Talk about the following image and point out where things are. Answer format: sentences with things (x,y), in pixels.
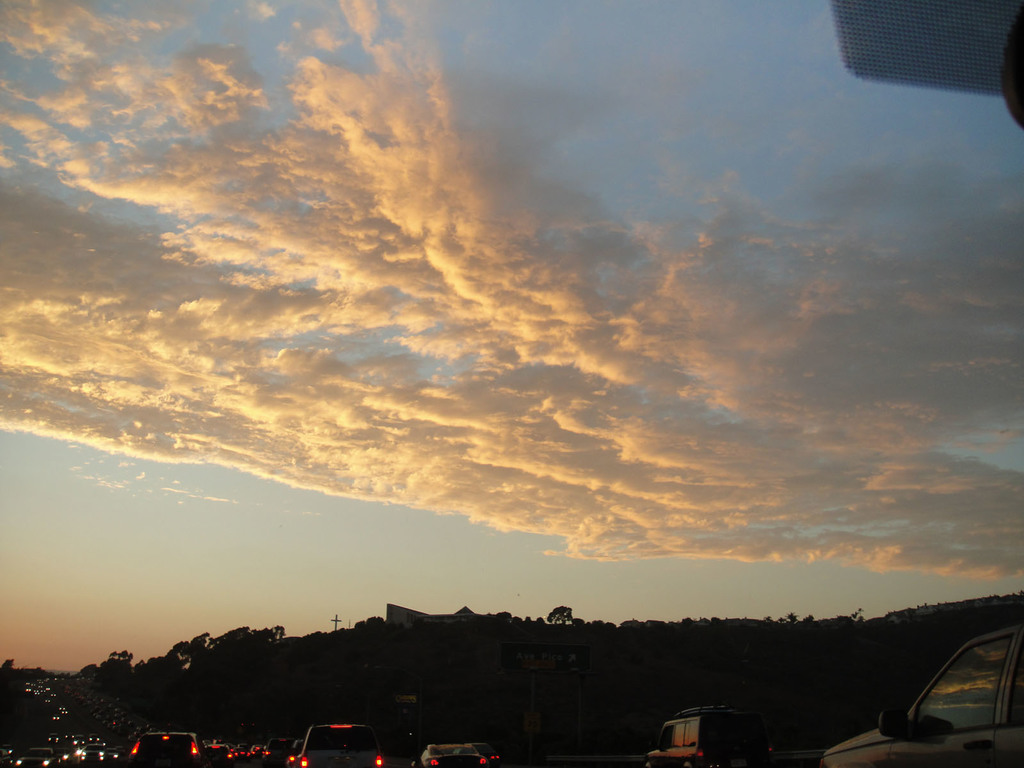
In this image we can see sky (467,248) with clouds (665,411), buildings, trees (625,649) and motor vehicles (705,733) on the road (72,702).
